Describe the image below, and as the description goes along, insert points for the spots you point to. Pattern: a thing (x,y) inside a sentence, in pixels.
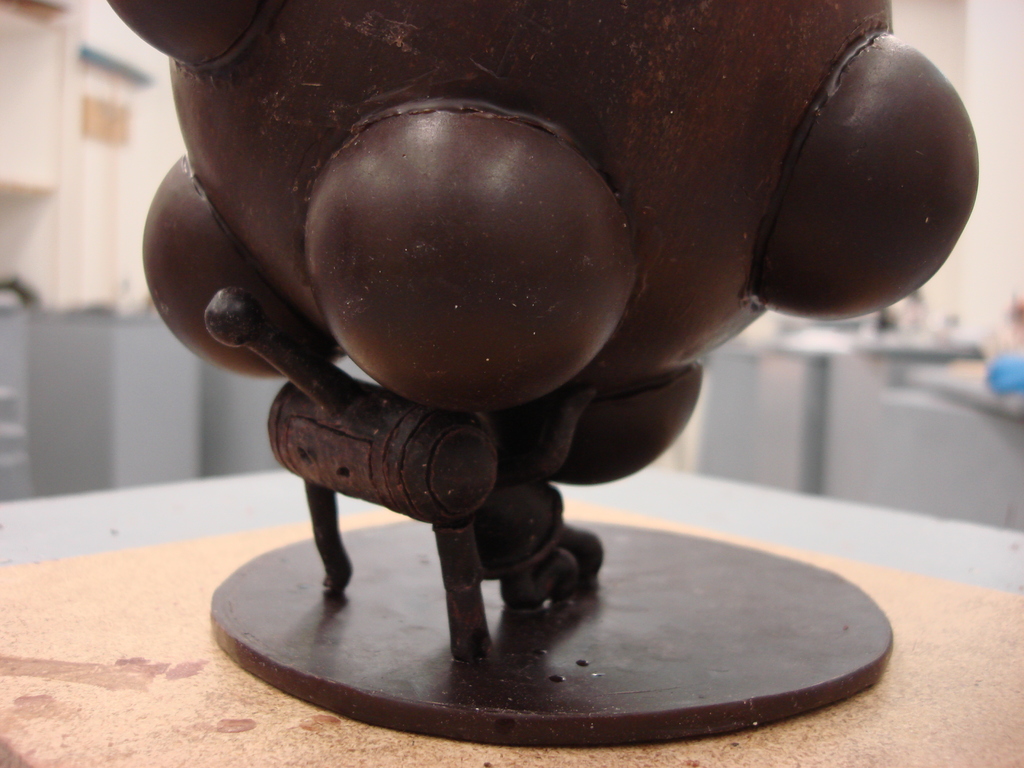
In this picture we can see a metal object (337,553) on the platform (390,556) and in the background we can see the wall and few objects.
